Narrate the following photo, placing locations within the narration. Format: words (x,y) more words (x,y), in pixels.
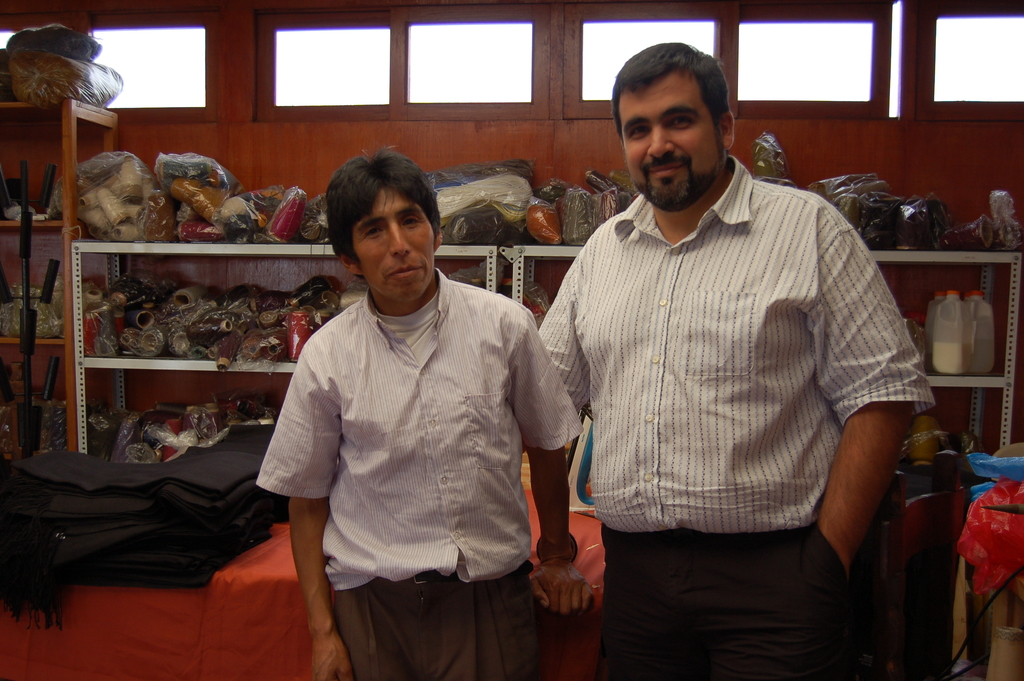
This is an inside view. Here I can see two men (518,410) standing, smiling and giving pose for the picture. At the back of these people (493,581) there is a table (172,619) which is covered with a cloth (141,638). On this table (117,658) a bag (982,507) and some other objects (79,523) are placed. In the background (970,371) there are few bottles (944,323), bags (171,221) and some other objects (126,231) are placed in the racks (167,245). At the top of the image (510,60) there is a wall (333,139) with glass windows (453,69).
